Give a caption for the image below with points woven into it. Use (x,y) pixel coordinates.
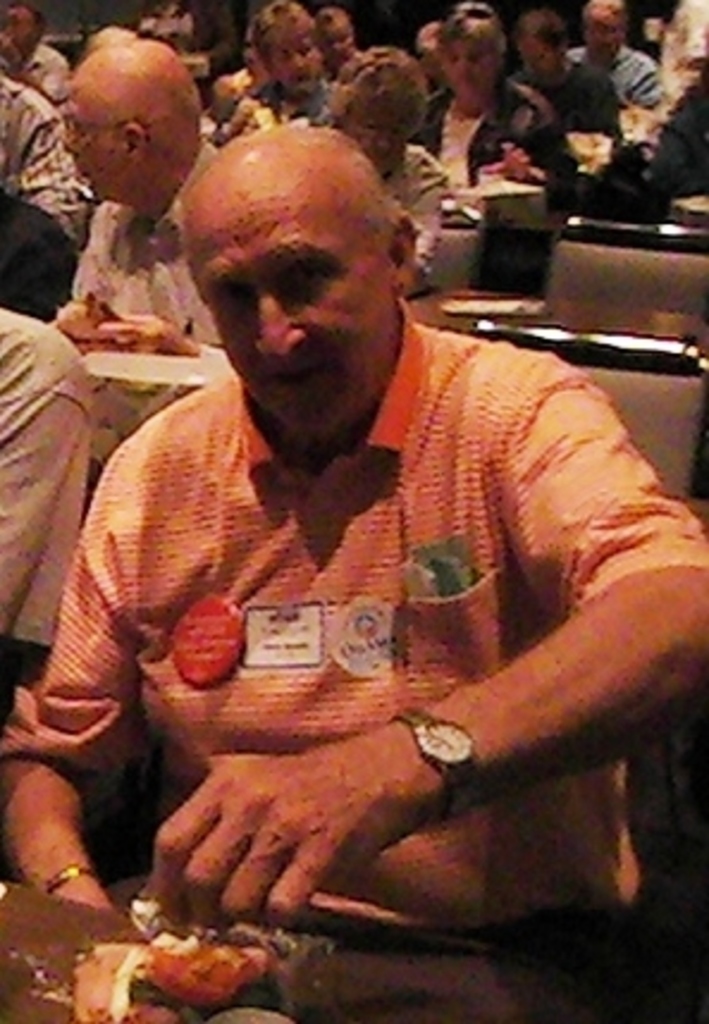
The picture is taken inside a room (659,462). There are many tables (127,930) and chairs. On the chairs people (158,427) are sitting. In the foreground (232,670) an old man (314,534) is sitting. There are badges (284,628) on his shirt (293,737). On the table (149,910) there are papers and few other things (156,951).
